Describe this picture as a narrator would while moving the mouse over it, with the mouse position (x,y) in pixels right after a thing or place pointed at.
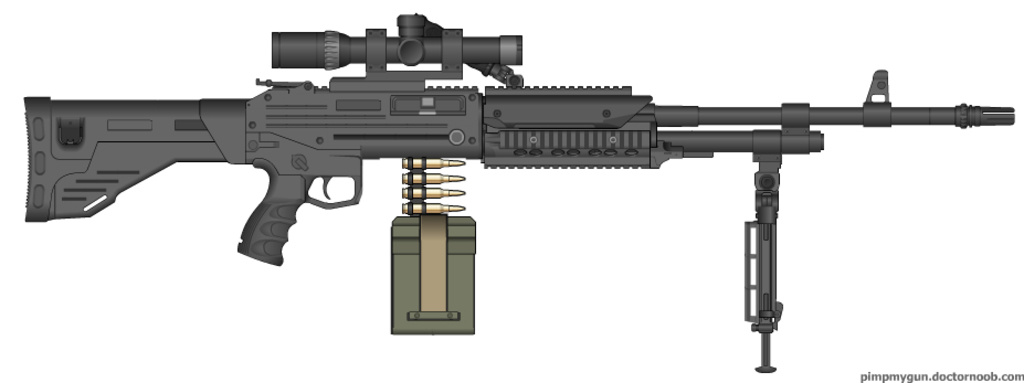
In the picture I can see a gun (454,194). I can also see something written on the image. The background of the image (686,332) is white in color.
